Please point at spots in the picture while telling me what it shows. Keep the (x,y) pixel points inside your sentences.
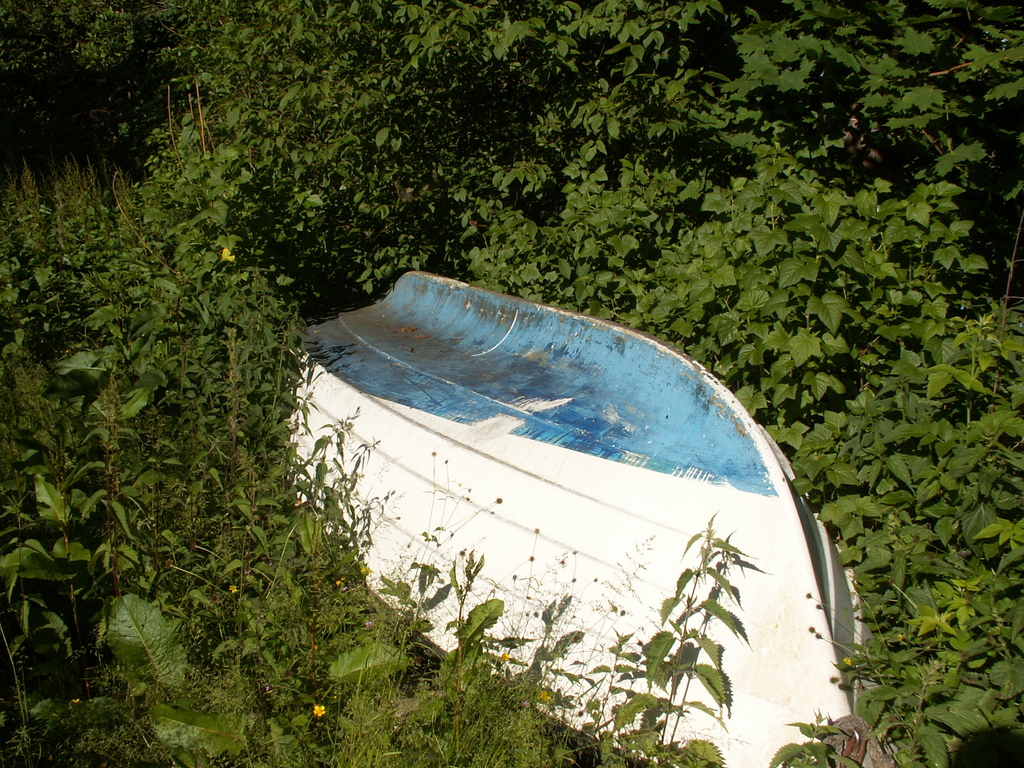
It seems like a boat (601,570) in the middle of the image (466,415). In the background (1009,432), we can see greenery (974,467).
